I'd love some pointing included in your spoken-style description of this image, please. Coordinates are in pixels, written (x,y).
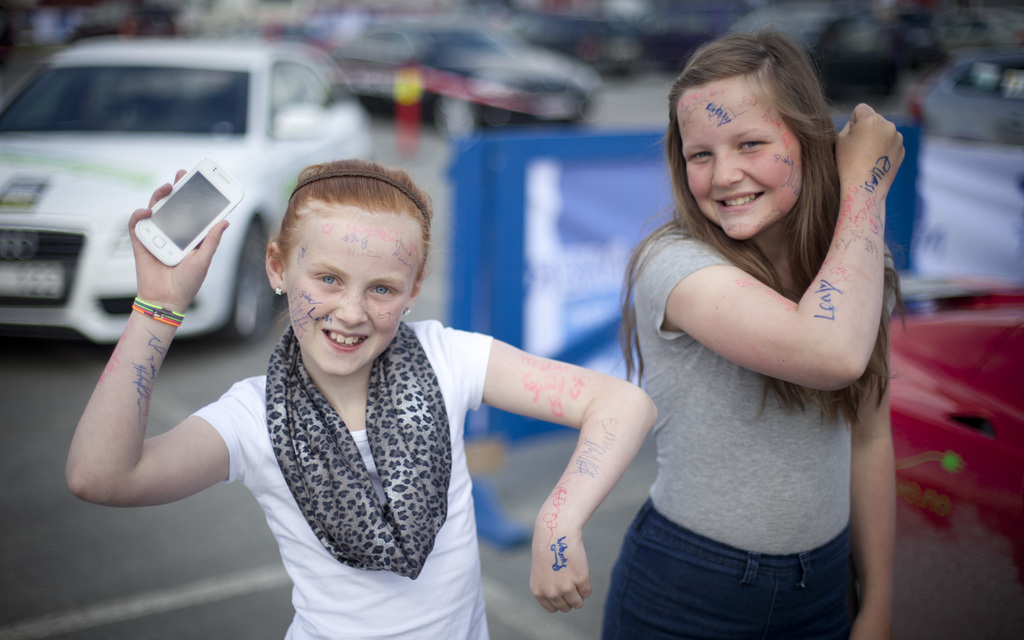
In the image in the center (456,358) we can see two girls (566,481) were standing and they were smiling, which we can see on their faces (765,225). And the left side girl (360,376) is holding phone (142,226). In the background (285,95) we can see few vehicles (120,98), banner (503,206), road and caution tape (463,79).
